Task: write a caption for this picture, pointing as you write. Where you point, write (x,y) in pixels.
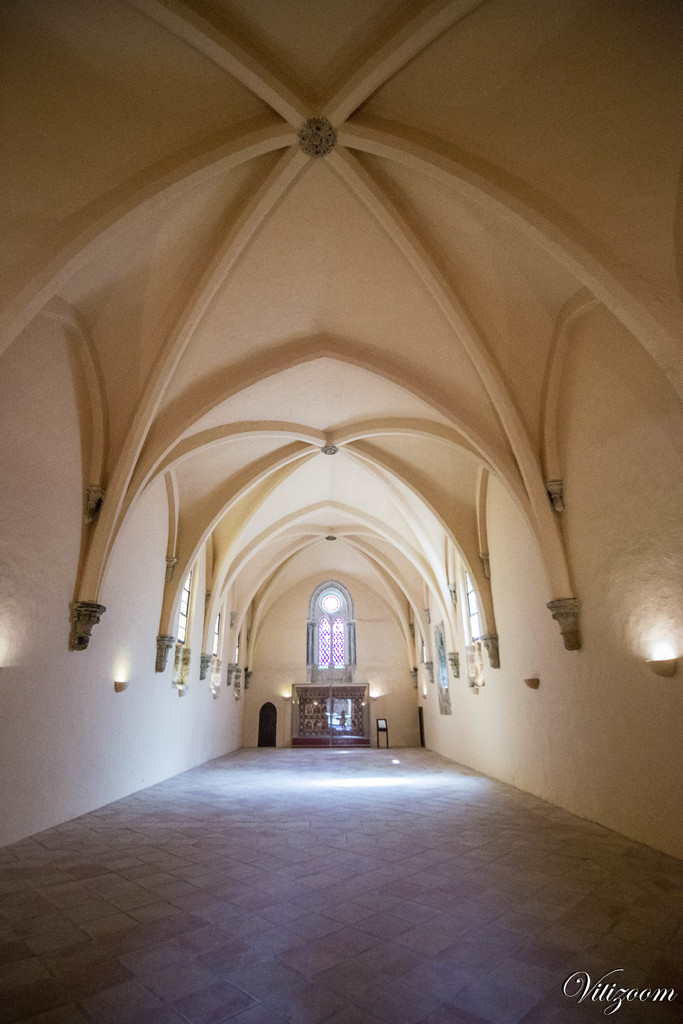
This is an inner view of a building (311,636). In this image we can see a wall (196,620), windows (311,639) with stained glass (321,644), a sign stand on the floor (329,868), some lights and a roof (391,231).
